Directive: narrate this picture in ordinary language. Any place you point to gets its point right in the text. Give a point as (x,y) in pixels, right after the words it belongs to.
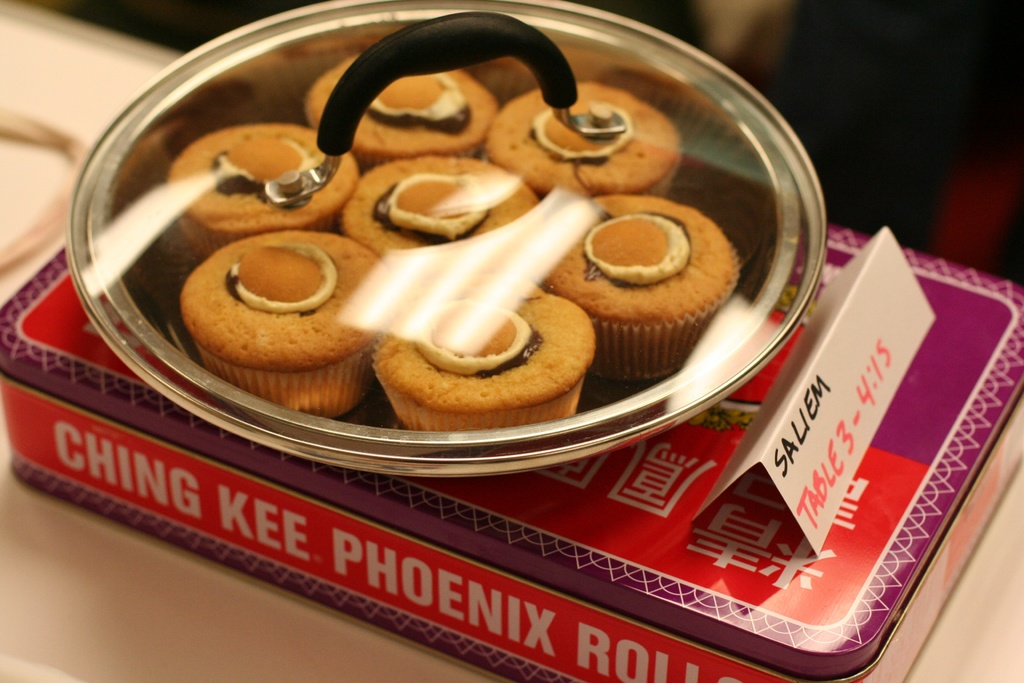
In this image, we can see a box (993,357). There is a bowl (697,363) in the middle of the image (661,288) contains some cupcakes (418,91).
